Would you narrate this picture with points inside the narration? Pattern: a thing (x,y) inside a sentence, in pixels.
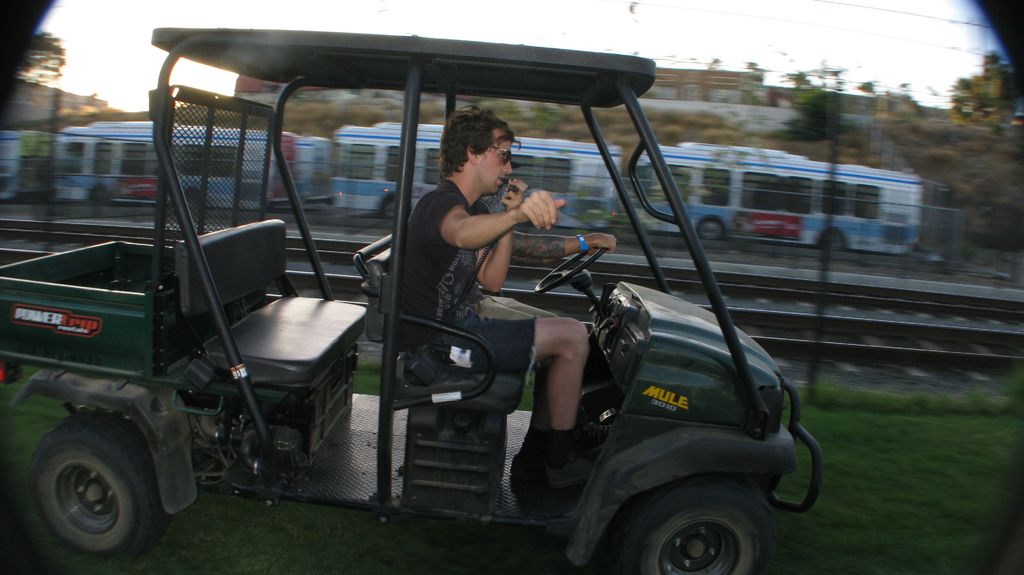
This is the picture of a person (549,326) in the vehicle (78,461) and to the side there are some buses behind the track (633,273) and some trees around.
